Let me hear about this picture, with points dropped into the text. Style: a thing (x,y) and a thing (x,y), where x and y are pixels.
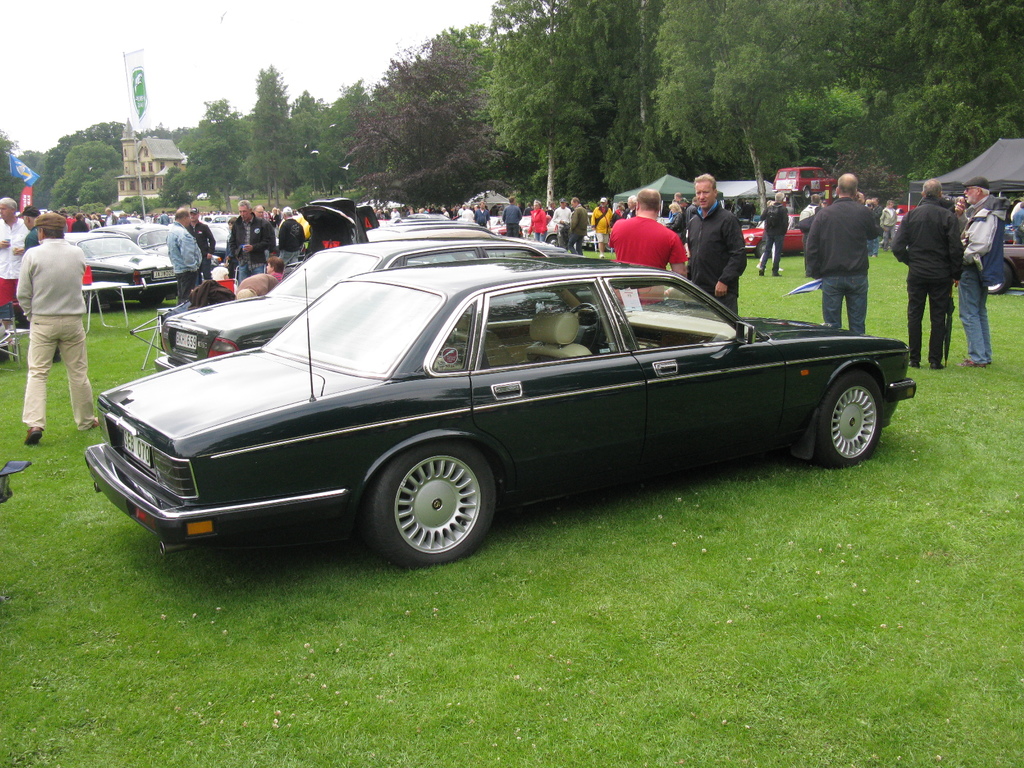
In this image there are so many cars (385,247) parked on the ground (582,594). There are so many people (642,246) around the cars (353,250). In the background (154,156) there is a building (144,142) and trees (253,120) beside it. On the right side (1001,168) there are tents (941,177) under which there are few people (1003,204). On the left side (135,84) there is a flag (135,65).
